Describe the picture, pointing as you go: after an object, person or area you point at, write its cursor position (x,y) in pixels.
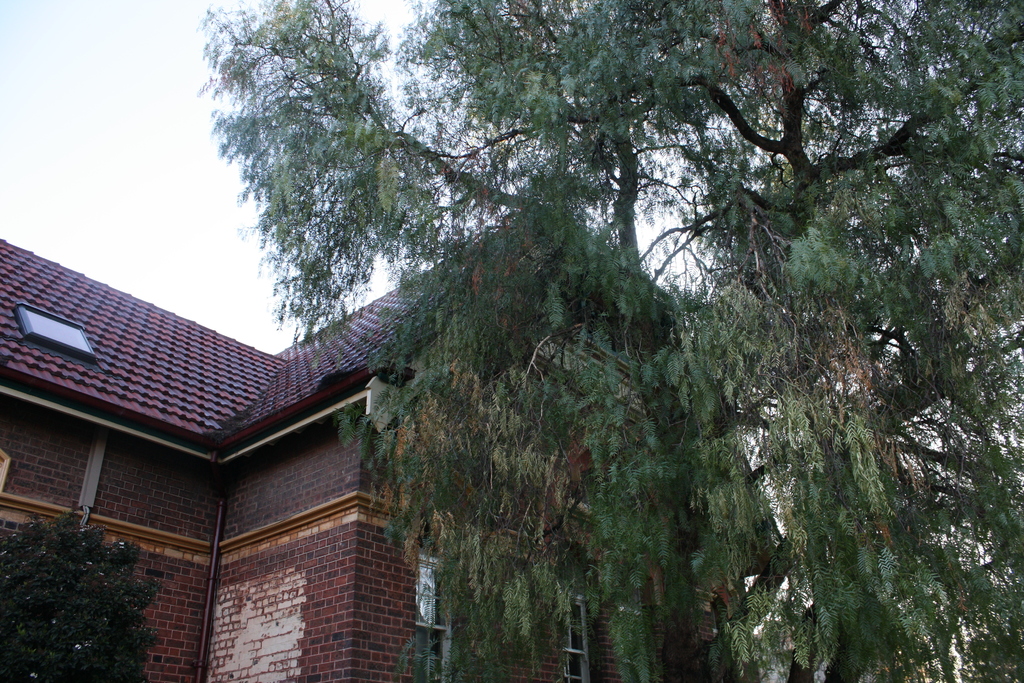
In this picture we can see trees (19,602), building (272,454) with windows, pipe (220,526) and in the background (191,234) we can see the sky (125,129).
